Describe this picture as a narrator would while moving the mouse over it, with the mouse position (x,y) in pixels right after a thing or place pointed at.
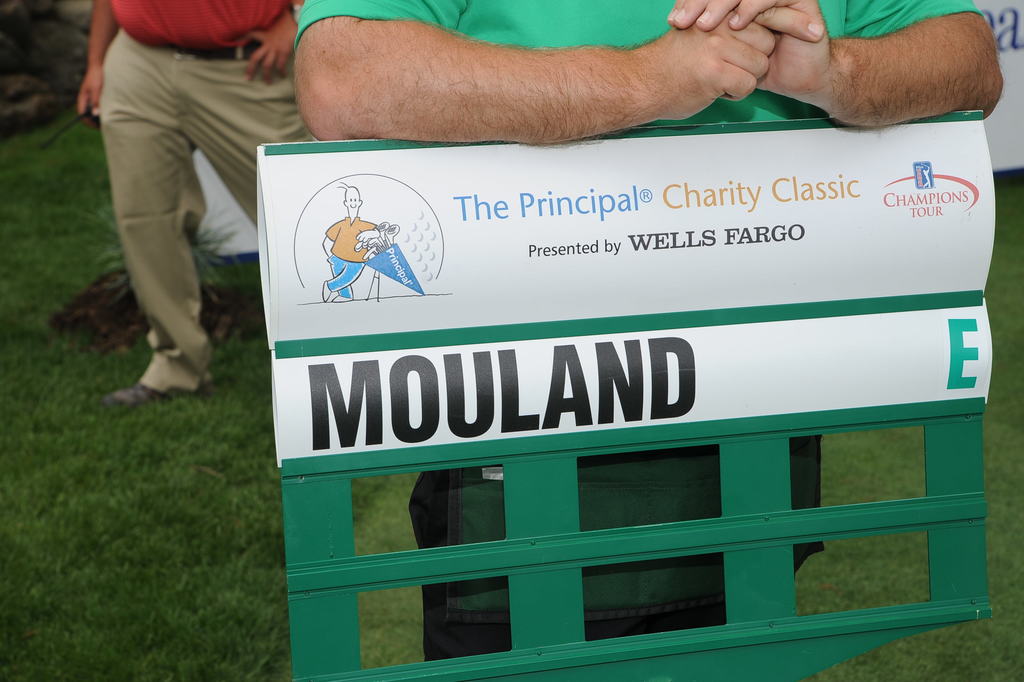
In this picture we can see some text (786,186) on the boards (375,298). We can see the hands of a person (865,14) on an object (394,400). There are the hands (99,61) and legs (163,386) of a person (182,133) visible on the left side (182,133). Some grass (99,207) is visible on the ground (162,467).
